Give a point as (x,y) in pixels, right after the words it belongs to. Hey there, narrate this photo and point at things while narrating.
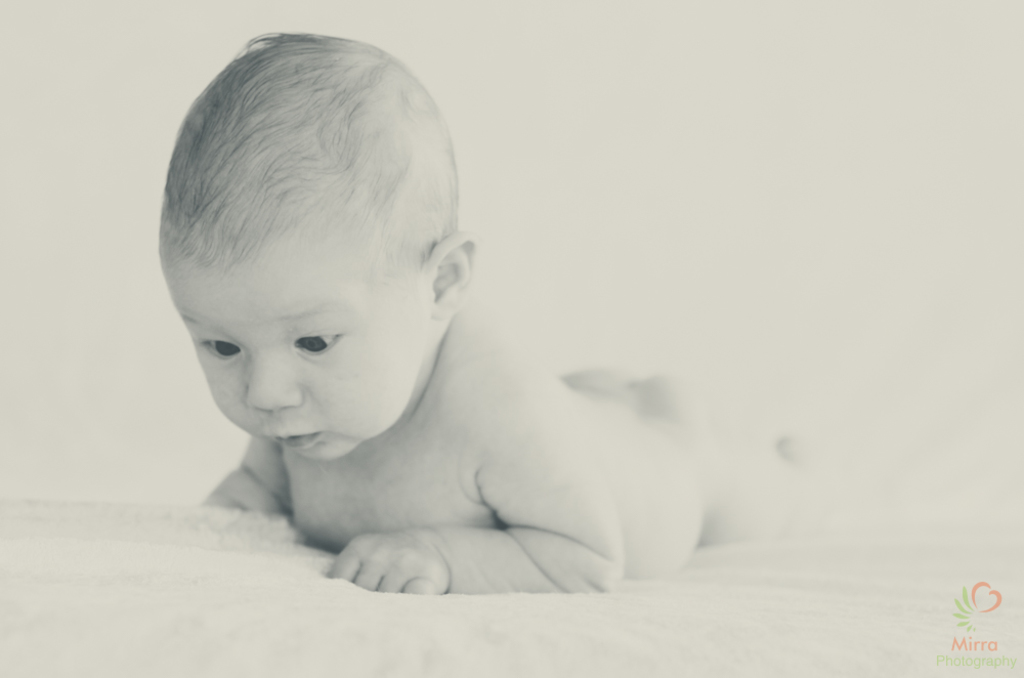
In this image I can see the person (442,474) lying on the surface (515,611). And I can see this is a black and white image.
